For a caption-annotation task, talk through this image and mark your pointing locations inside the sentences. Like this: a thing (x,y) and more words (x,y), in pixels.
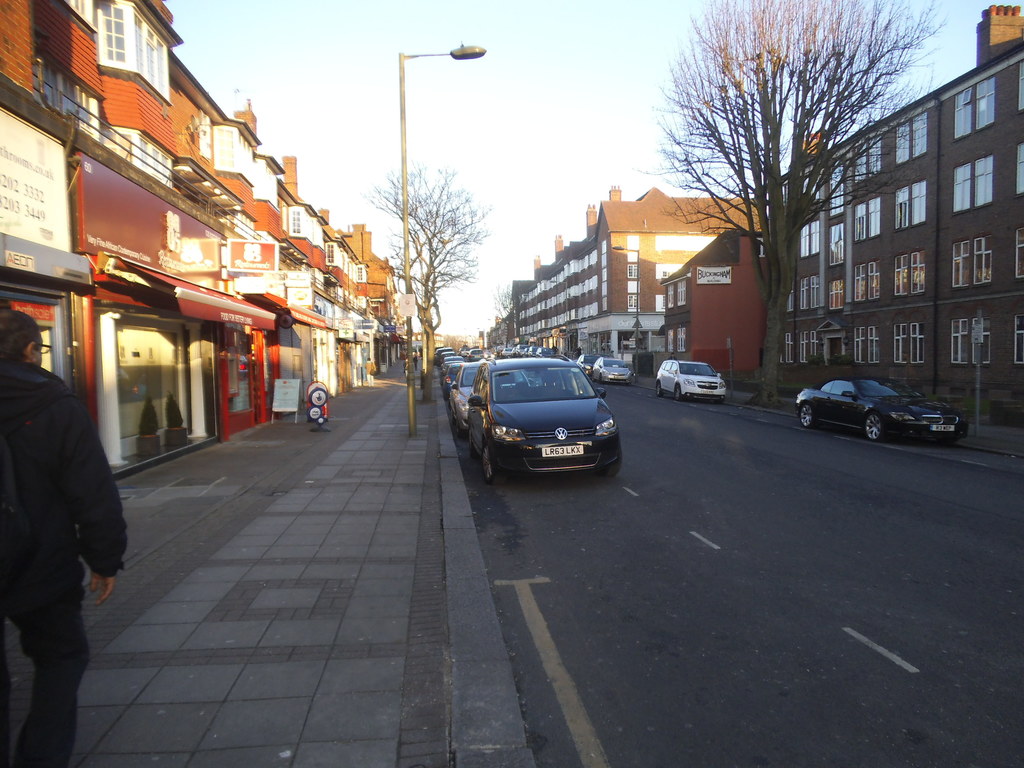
In this picture we can observe some cars (577,447) on the road (810,474). There is a pole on the left side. We can observe a person (53,503) walking on the left side (37,732). There are some buildings (120,409) on either sides of this road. In the background (467,270) there are trees (429,225) and a sky (476,185).
